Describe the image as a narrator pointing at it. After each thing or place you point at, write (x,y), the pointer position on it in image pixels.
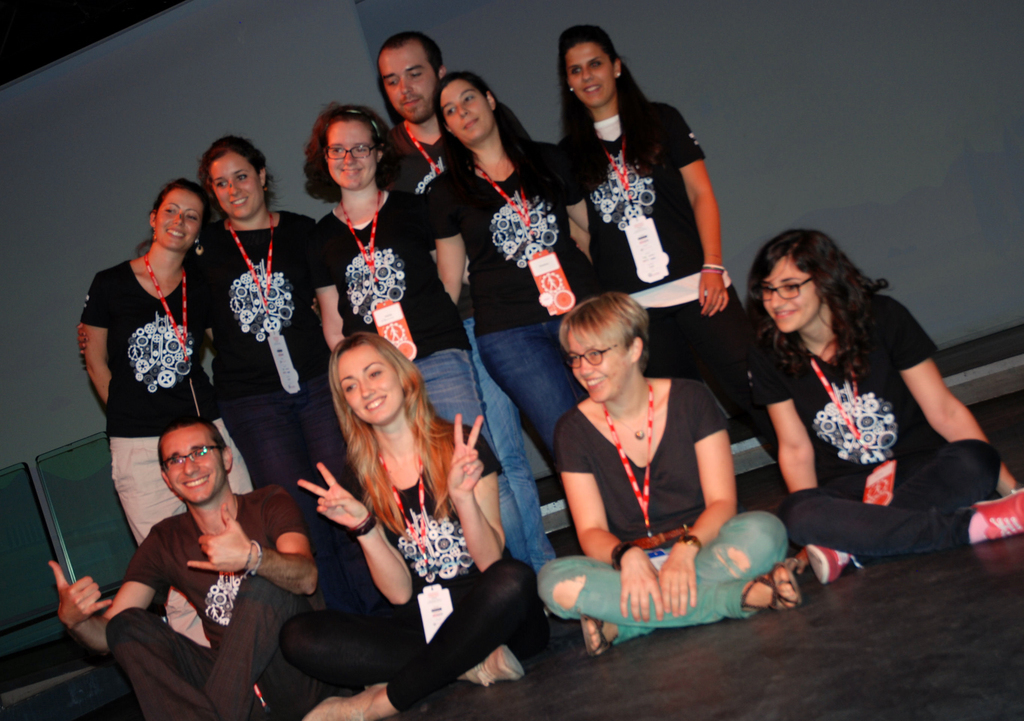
In this picture we can see a group of people (479,566) on the floor (635,697) looking and smiling at someone. In the background (31,537), we can see chairs (101,537) and the wall (216,101).
